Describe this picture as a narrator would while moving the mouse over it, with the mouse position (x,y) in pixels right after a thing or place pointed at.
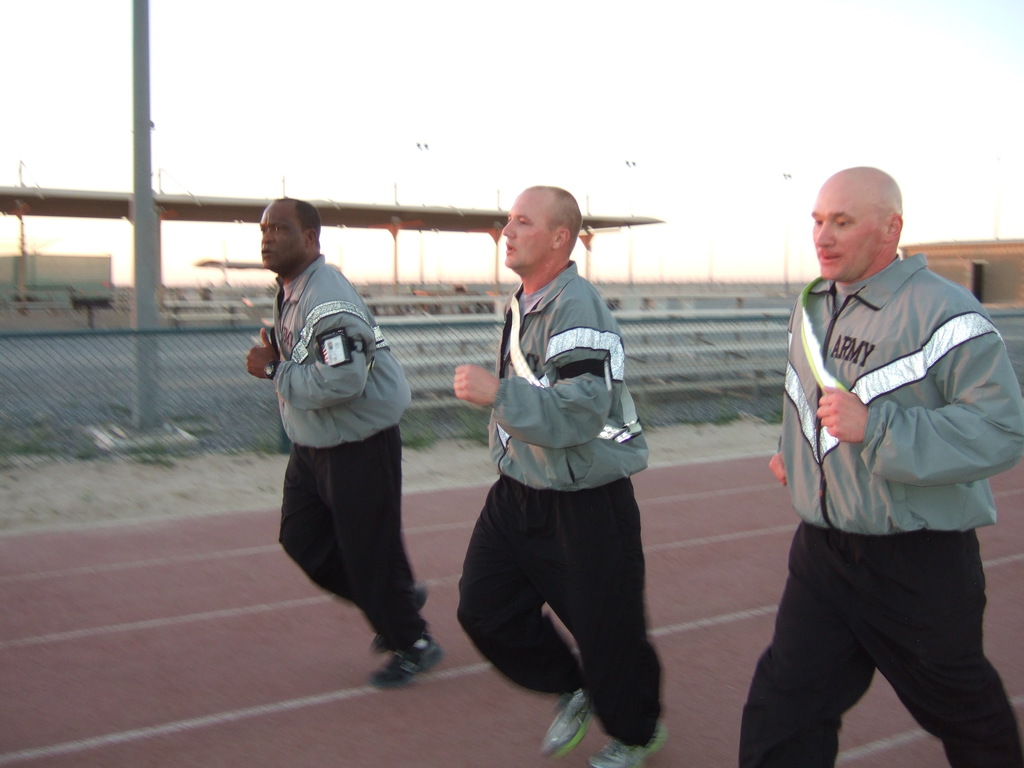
There are three men (292,400) running on the ground (462,561). In the background (272,404) there are fences (479,350), poles (147,283), on the left and right there is a building (35,274), some other objects (213,202) and sky (442,151).
